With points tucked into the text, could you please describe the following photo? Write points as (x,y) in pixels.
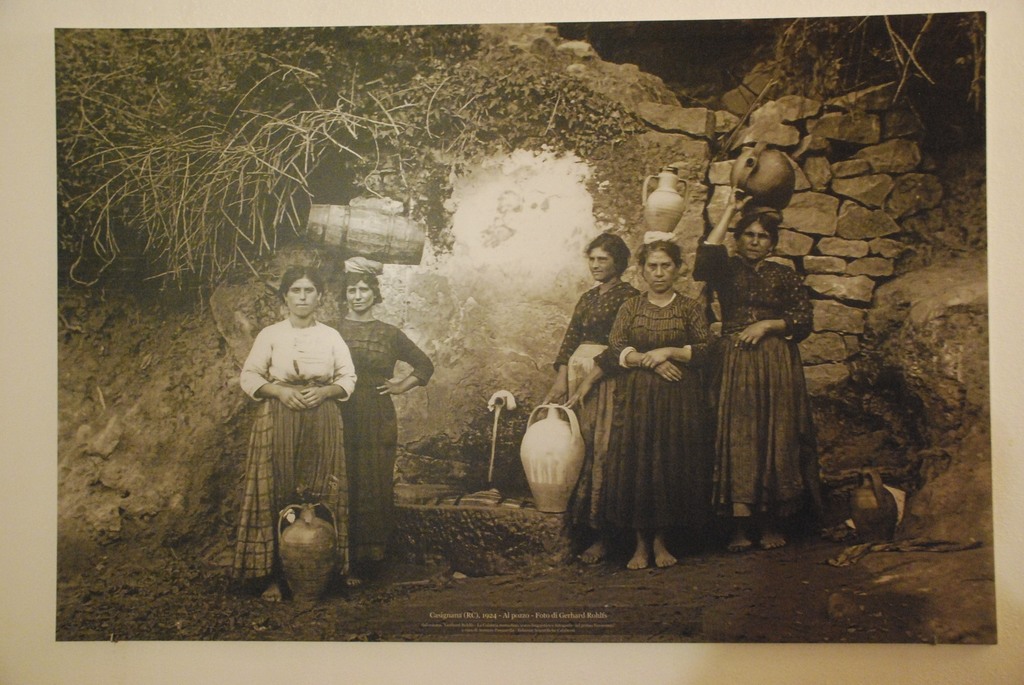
It is an old image there are group of women (329,346) standing in front of a cave (453,219) by holding some objects (772,200) on their head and hands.
